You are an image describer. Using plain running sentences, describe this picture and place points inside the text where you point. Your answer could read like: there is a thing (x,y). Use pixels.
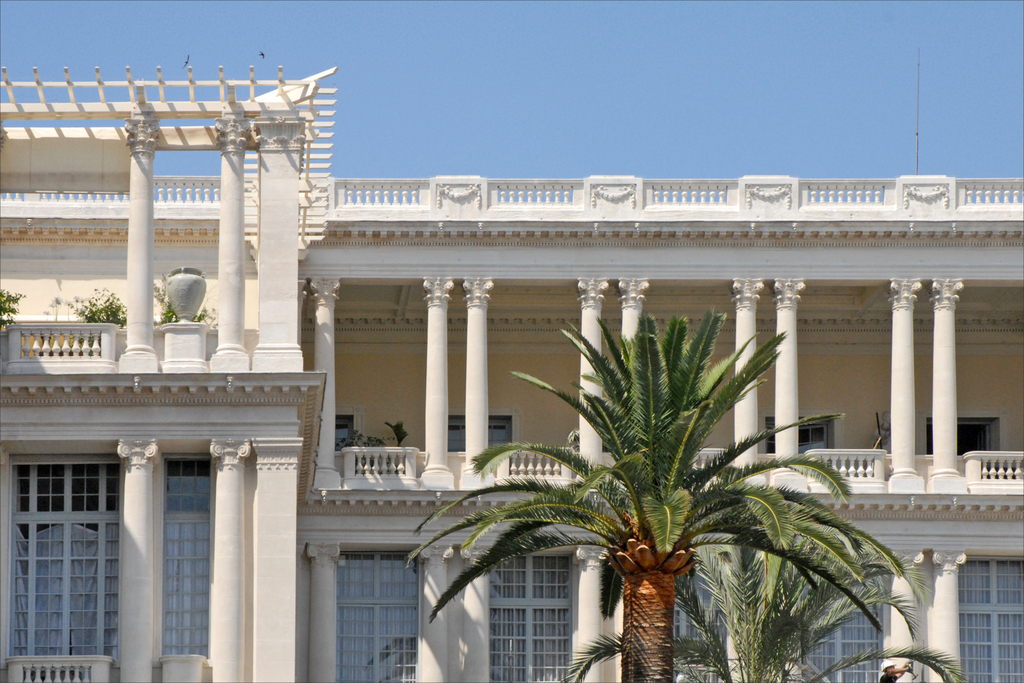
In this picture I can see trees (611,373), a building (68,218), plants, a person (910,667), and in the background (754,86) there is sky (754,86).
